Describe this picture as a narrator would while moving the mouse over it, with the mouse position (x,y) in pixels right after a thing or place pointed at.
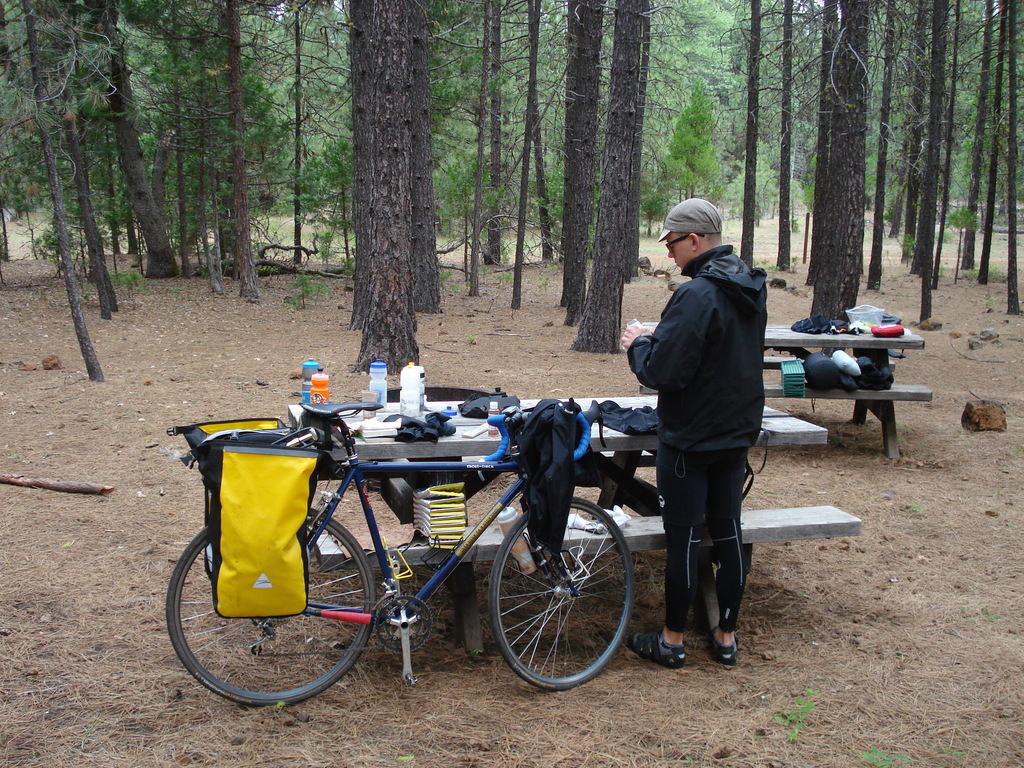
This person (710,266) standing and wear cap (689,222) and glasses (672,242). We can see benches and tables (769,418), on the table (836,339) we can see clothes (804,326), covers (868,328), bottles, on the benches (416,544) we can see books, bags (867,361). We can see bag (247,484) and cloth (535,441) on the bicycle (525,518). There are trees (713,124).
